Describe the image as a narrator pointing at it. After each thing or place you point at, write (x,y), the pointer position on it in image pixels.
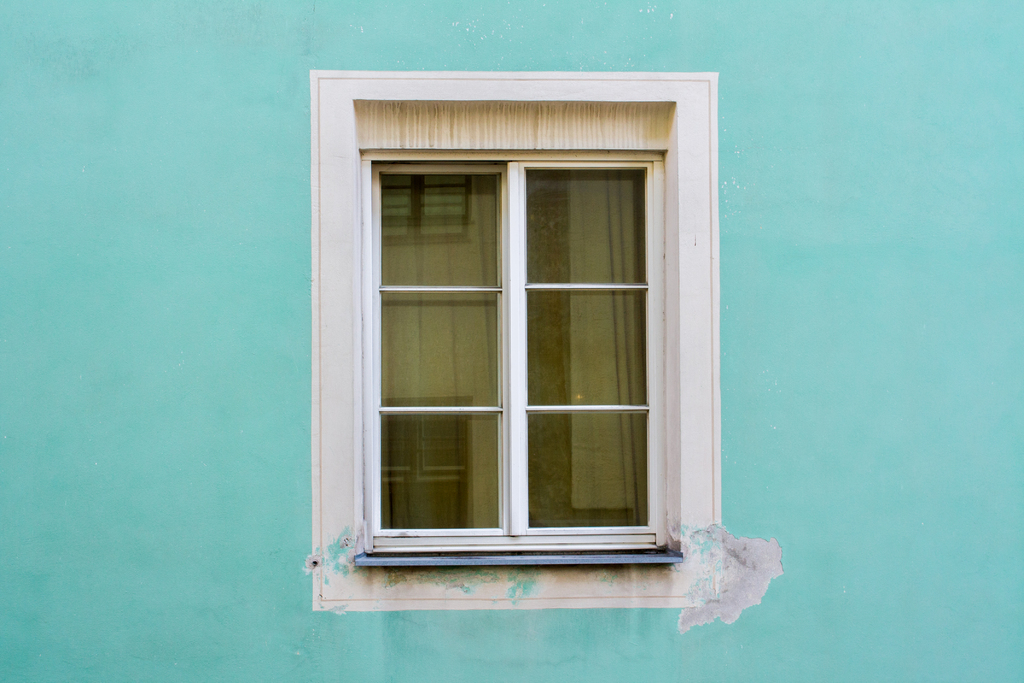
In this image I can see blue wall (780,190) and glass window (632,482). On the glass window (632,376) there is a reflection (413,443) of the windows (426,453).
